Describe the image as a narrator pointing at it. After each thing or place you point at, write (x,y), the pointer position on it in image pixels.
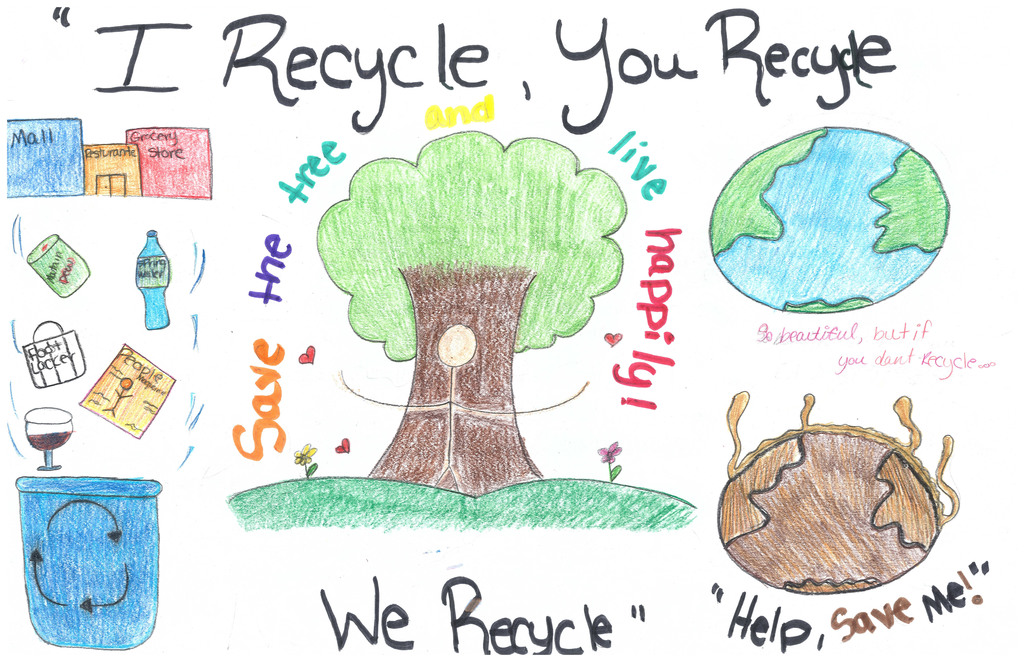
In the picture I can see a drawing (317,499) of a tree (426,268), a glass (34,424), a bottle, a bucket (125,626), flowers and some other things (313,484). I can also see something written on the image.
